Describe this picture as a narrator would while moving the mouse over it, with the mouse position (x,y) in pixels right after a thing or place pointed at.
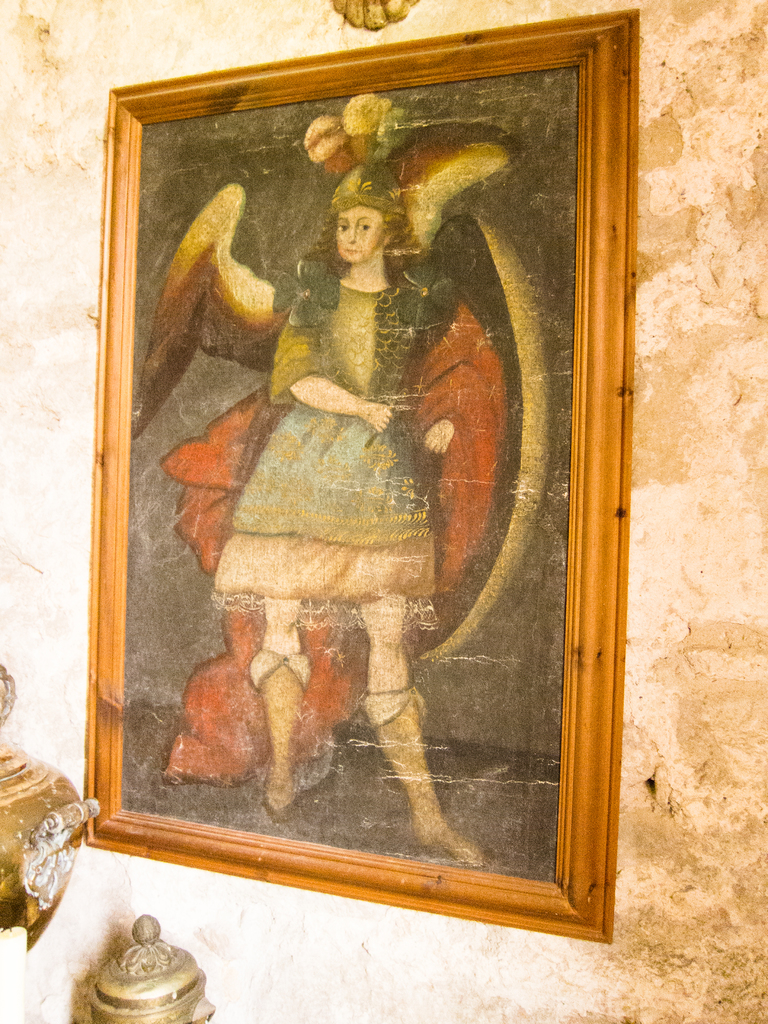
This picture contains photo frame (347,691) of the angel (317,671) who is wearing a green dress (338,340). This photo frame (422,687) is placed on the white wall (30,632). At the bottom of the picture (5,719), we see a candle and something (57,818) in brown color.
